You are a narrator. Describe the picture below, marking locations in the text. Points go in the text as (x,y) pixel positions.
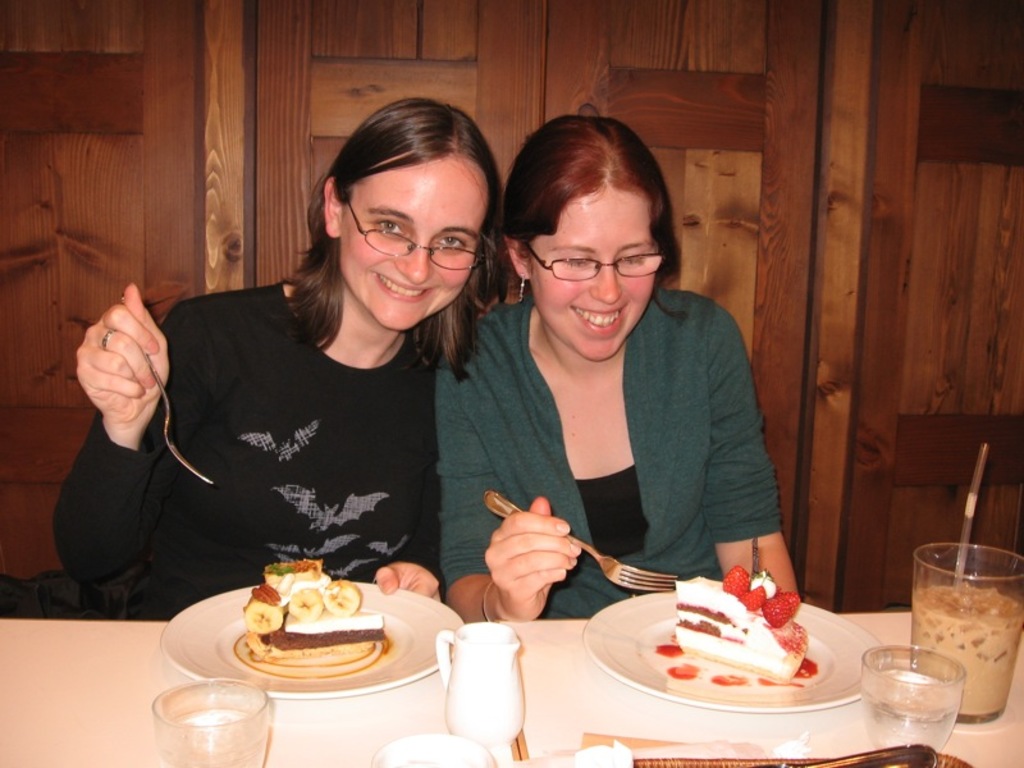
In this image, There is a table (72,761) in white color on that table (318,716) there are some glasses (878,667) and there are two plates (743,679) in that there are some food items (364,640) and there are two persons (713,443) sitting and they are holding forks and in the background (882,284) there is a brown color wooden doors (194,97).
